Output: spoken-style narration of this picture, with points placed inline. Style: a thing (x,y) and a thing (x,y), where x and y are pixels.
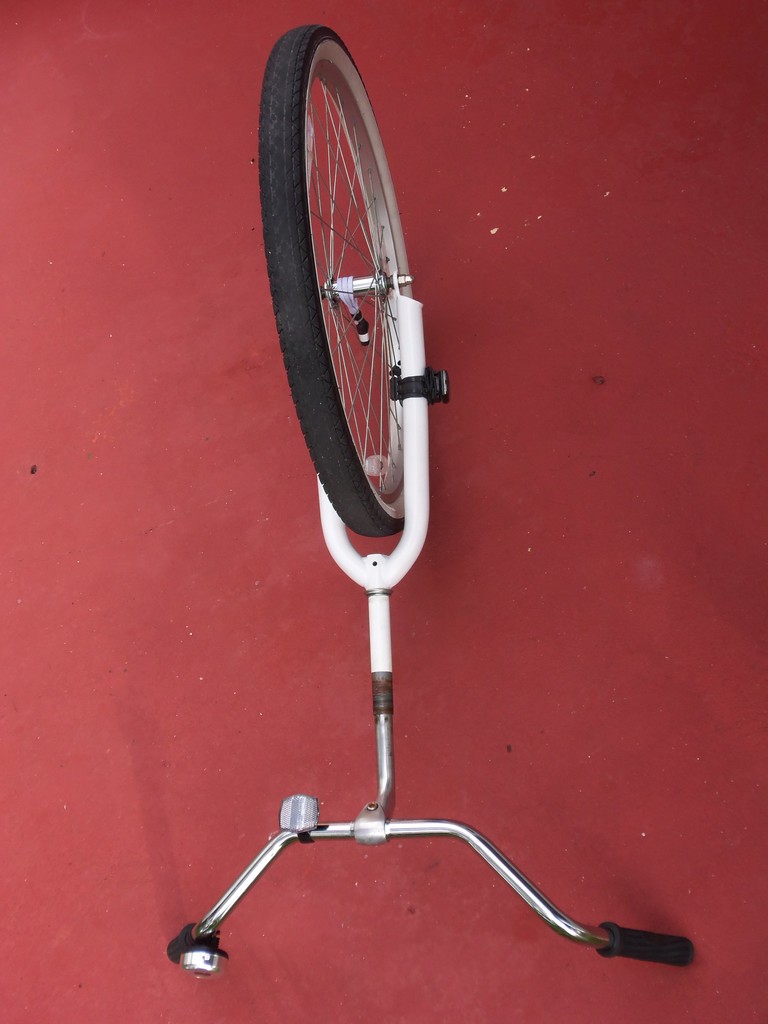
Here we can see a bicycle (385,716) with one wheel (333,490) to fit on a platform (86,718).
